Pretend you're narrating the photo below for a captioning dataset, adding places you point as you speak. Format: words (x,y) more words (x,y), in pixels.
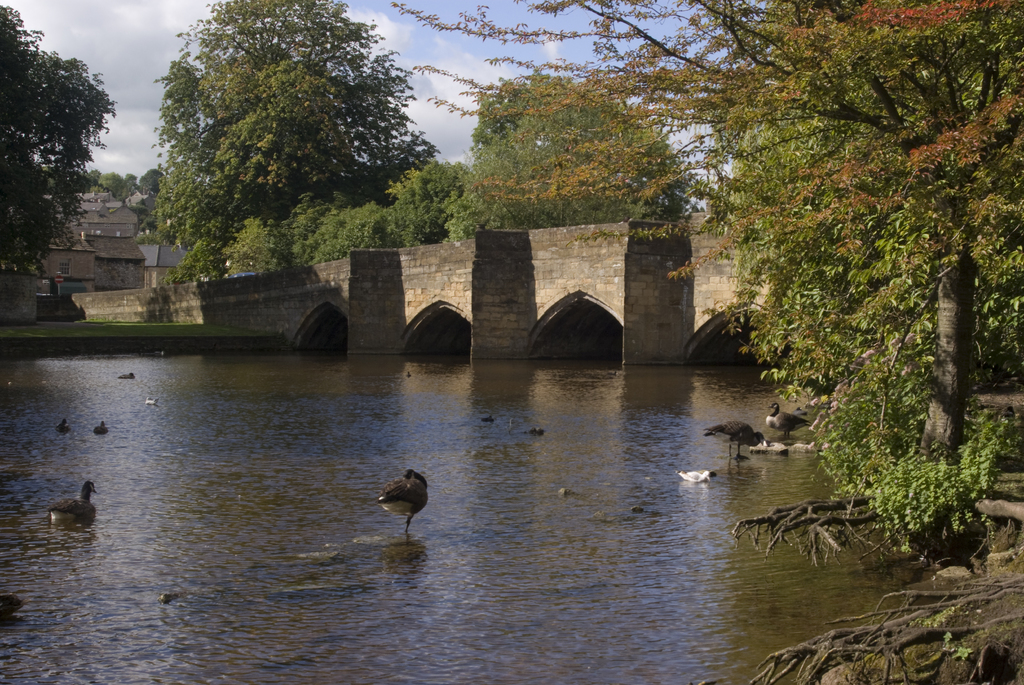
In this image I can see the water (569,558), few trees (850,202) which are green and orange in color, few birds (757,437) which are black and white in color on the surface of the water (371,479) and a bridge (554,319). In the background (128,255) I can see few houses (119,233), few trees (48,191) and the sky (74,40).
